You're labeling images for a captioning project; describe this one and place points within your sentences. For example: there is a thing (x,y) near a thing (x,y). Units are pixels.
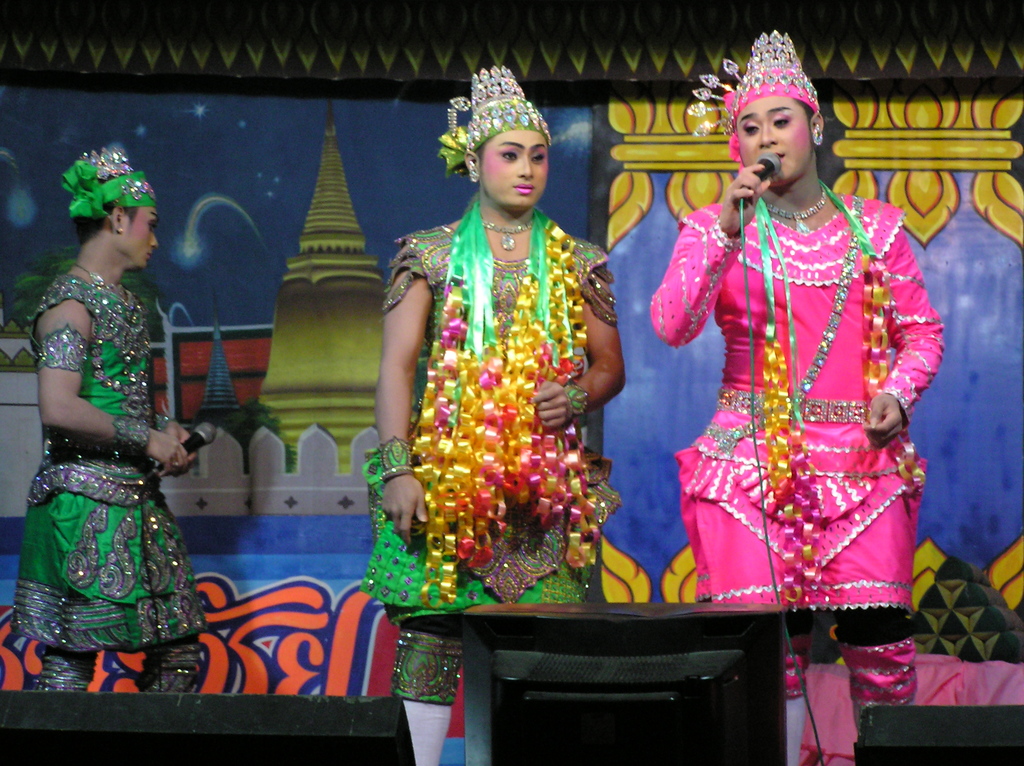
In the image we can see three people (451,430) standing, wearing clothes (129,365), neck chain (95,279), crown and earrings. Two of them are holding a microphone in their hand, here we can see a poster (942,559) and a cable wire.
